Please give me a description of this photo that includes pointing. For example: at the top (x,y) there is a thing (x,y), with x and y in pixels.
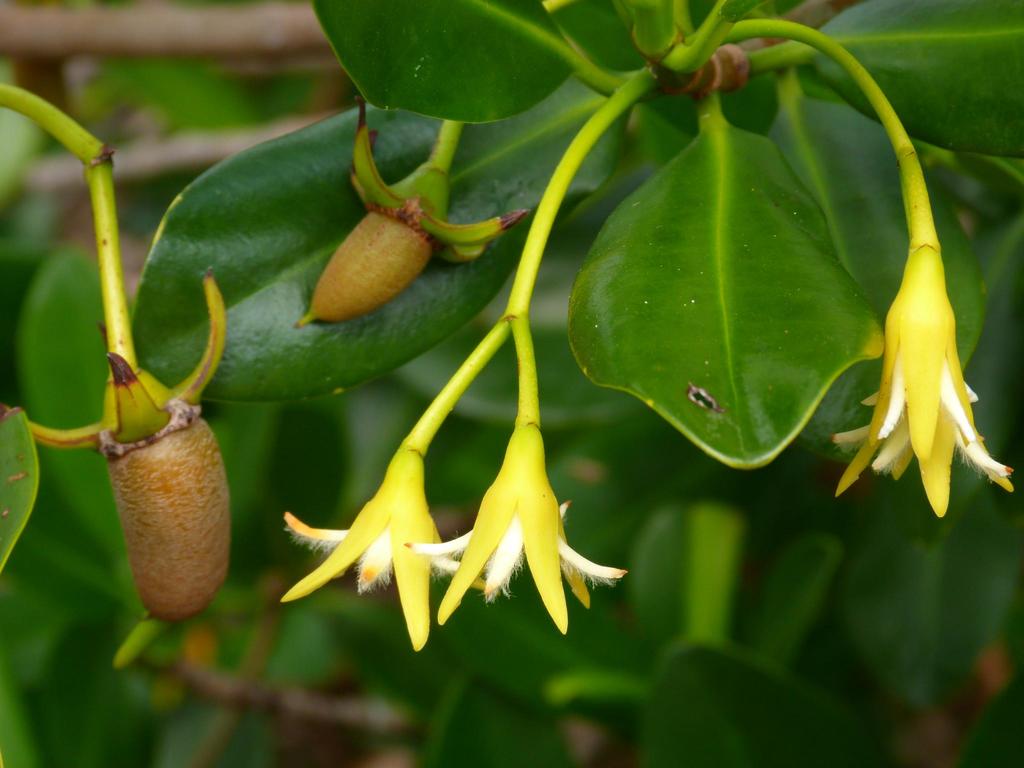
In this image we can see some plants (425,289) with flowers (533,497) and buds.
